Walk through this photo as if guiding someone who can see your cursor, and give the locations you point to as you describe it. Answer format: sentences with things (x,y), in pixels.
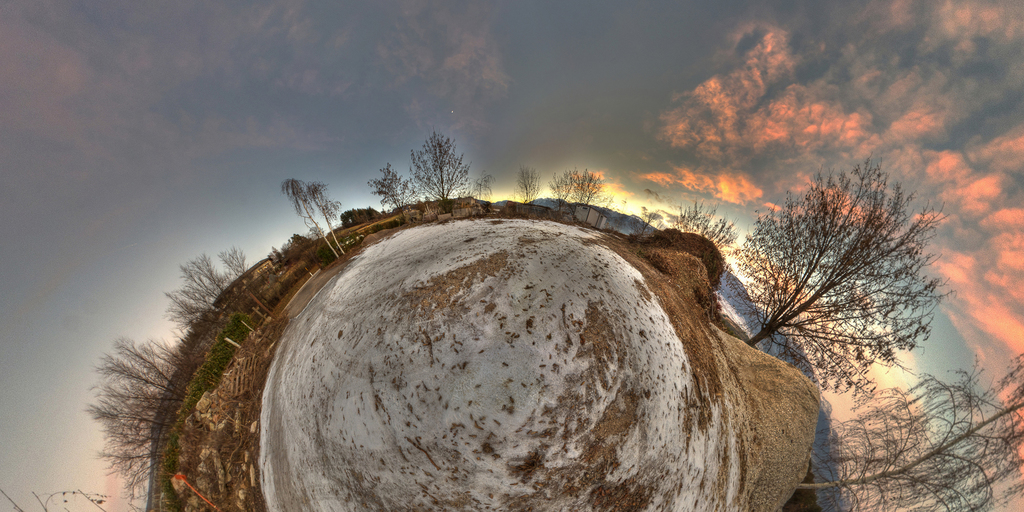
In this picture there is a top view of the ground (446,332), surrounded with dry trees (854,354). On the top (737,98) there is a sky (644,102) and clouds (791,122).
